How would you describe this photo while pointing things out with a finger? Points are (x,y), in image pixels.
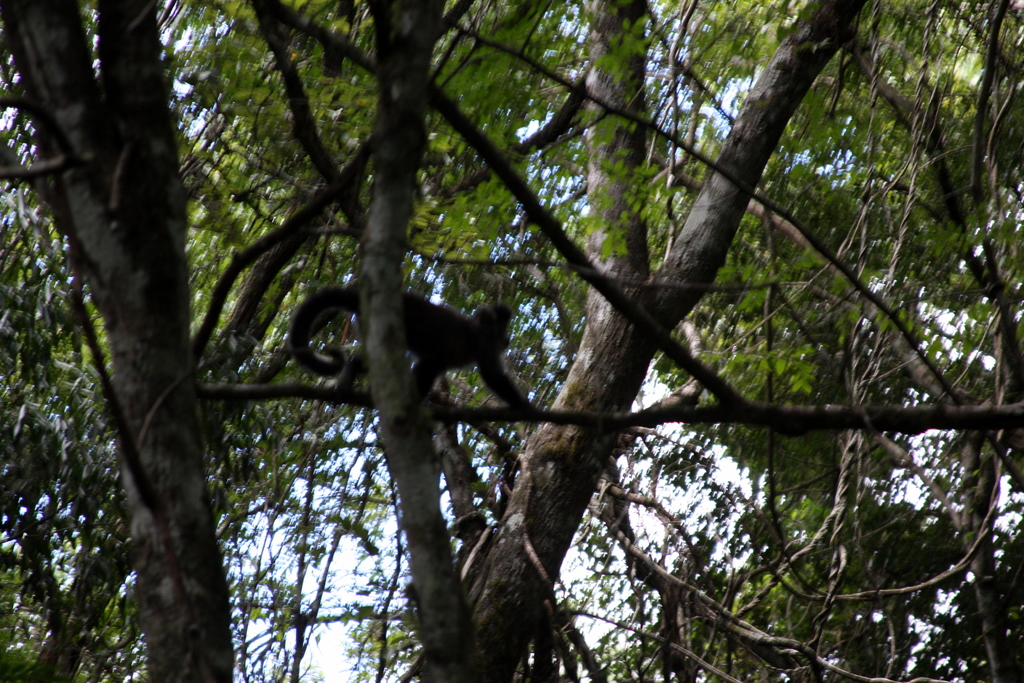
In this image, we can see a monkey (420,373) is walking on the tree stem (287,393). Background (860,298) we can see trees (912,560) and sky (312,648).
